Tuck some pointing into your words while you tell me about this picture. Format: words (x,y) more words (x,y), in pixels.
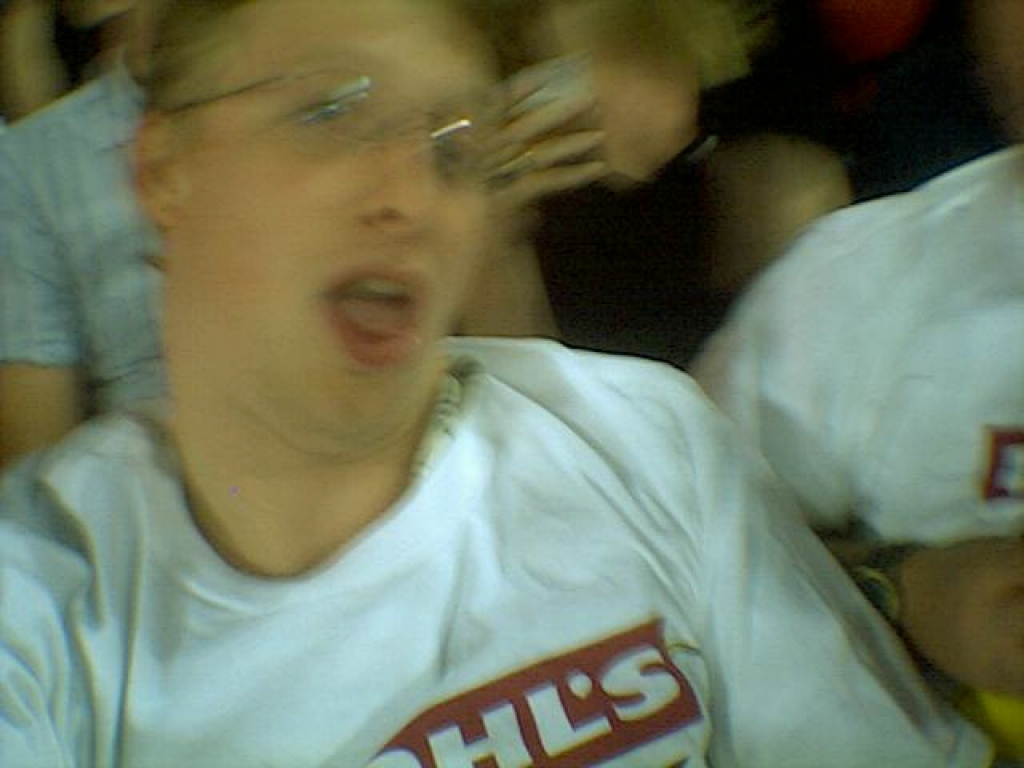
In the image few people (750,269) are sitting. Background of the image (576,212) is blur.
